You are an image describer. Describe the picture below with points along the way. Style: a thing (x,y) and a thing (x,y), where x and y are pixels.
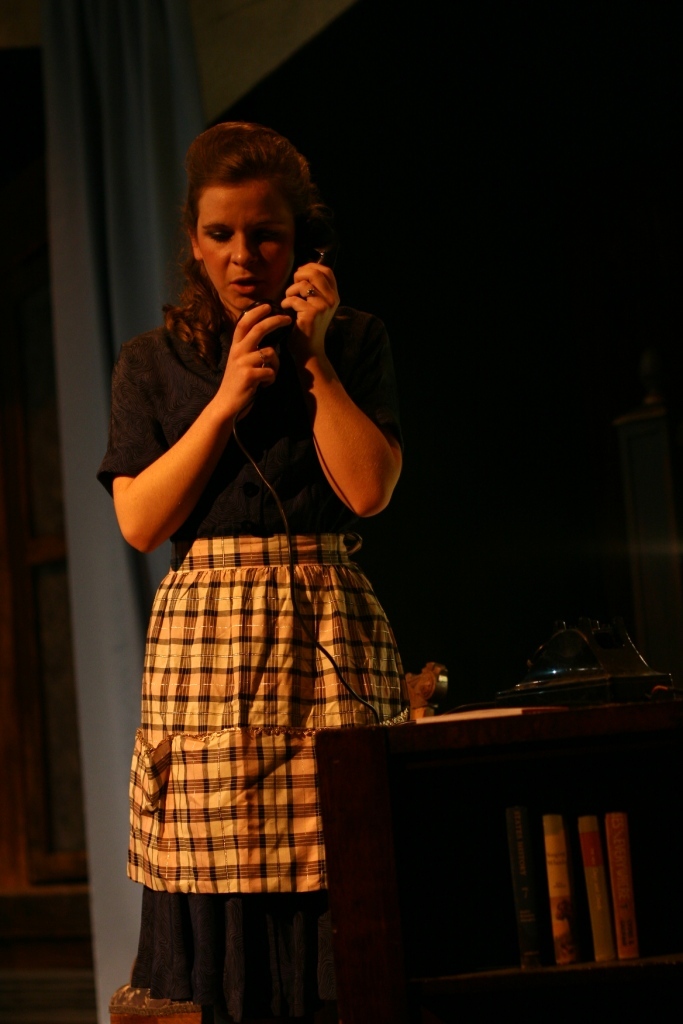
In this picture we can see a woman (225,630) standing and holding a telephone (279,332), on the right side (458,813) there is a table (429,780), we can see some books (589,900) here, in the background (147,588) there is a curtain (139,180).
